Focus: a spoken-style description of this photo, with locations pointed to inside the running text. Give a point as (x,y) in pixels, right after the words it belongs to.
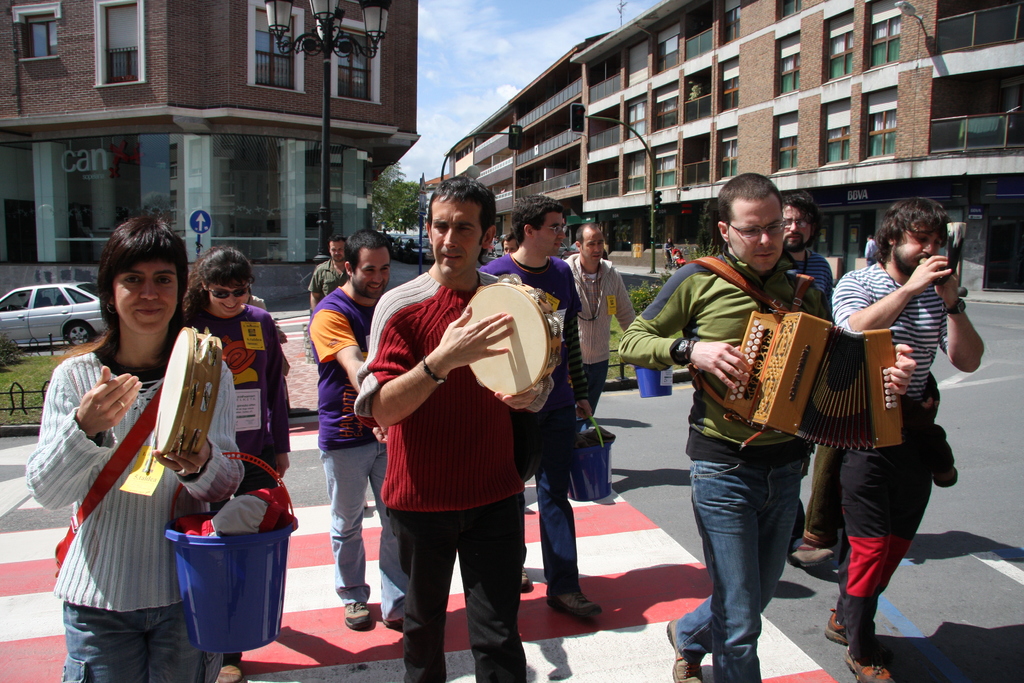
In this image I can see a road (667,462), on the road (672,446) there are group of people (330,334) visible and some of them holding musical instruments (879,376) and some of them holding buckets (647,378), there are buildings (729,105) visible on the road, in front of building (258,90) there are poles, lights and vehicles (19,302) visible and in the middle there is the sky (440,142) and tree (397,200) visible.
